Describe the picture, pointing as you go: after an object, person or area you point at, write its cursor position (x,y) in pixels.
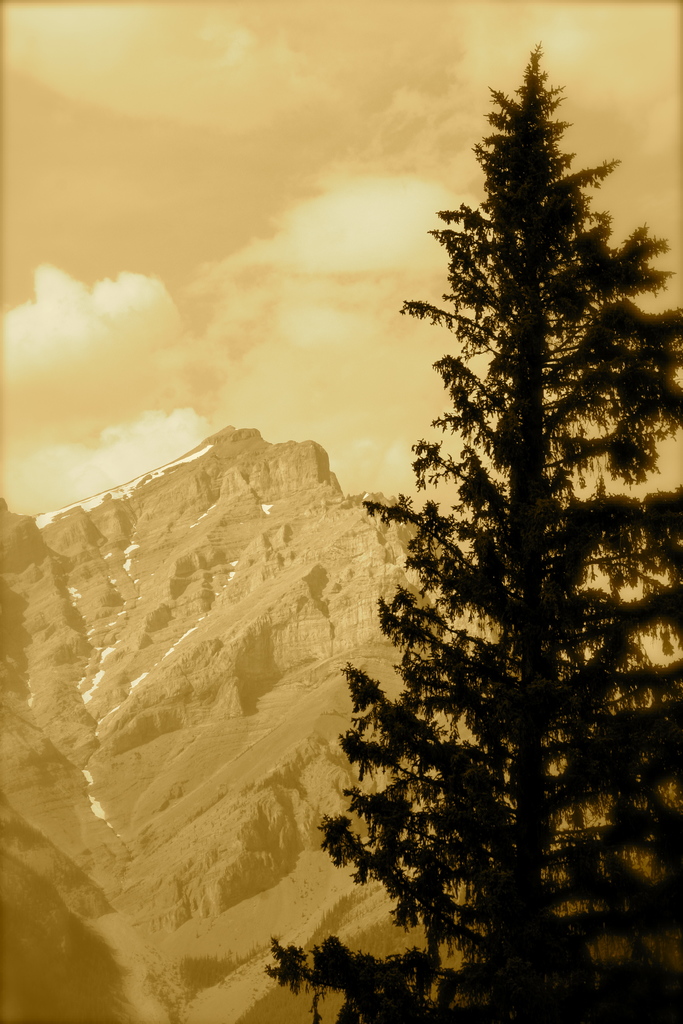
This image is taken outdoors. At the top of the image (195,318) there is the sky (228,95) with clouds (210,69). In the background (183,919) there are a few rocks (137,603). On the right side of the image (501,679) there is a tree (508,950) with leaves (472,966), stems (538,938) and branches (465,520).
